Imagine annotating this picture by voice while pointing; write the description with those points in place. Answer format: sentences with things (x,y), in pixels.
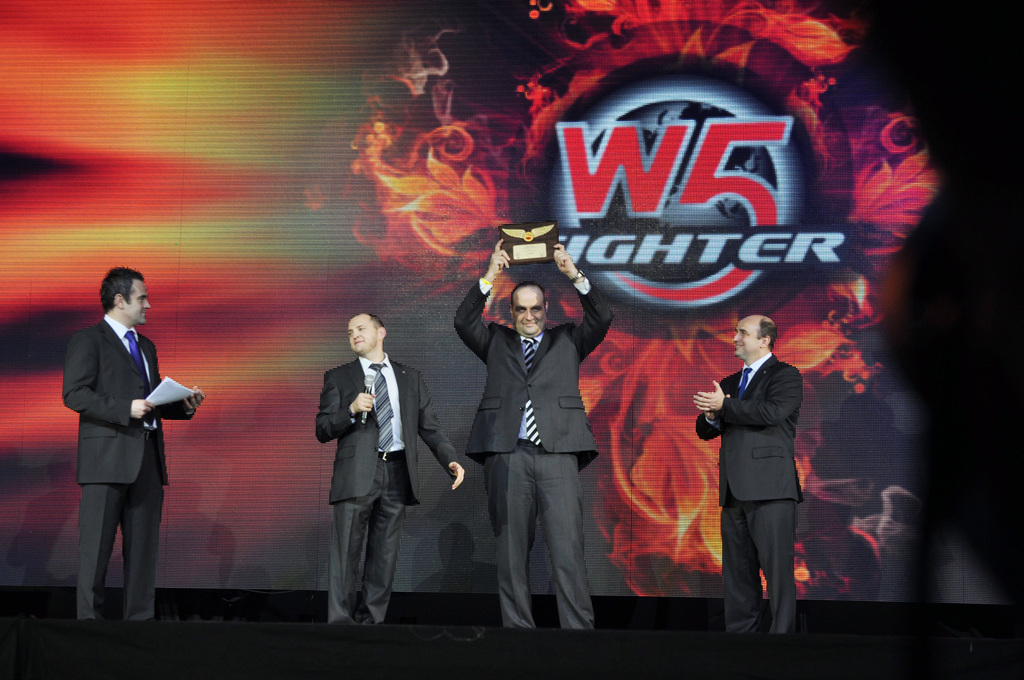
This image consists of four persons (528,586). All are wearing black suits (556,532). In the middle (517,446), we can see a man (546,329) holding an award (522,244). On the left (157,508), we can see the man (124,517) holding the papers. In the background (572,171), there is a screen (588,202) on which we can see the text (736,183) along with the fire (430,203).
